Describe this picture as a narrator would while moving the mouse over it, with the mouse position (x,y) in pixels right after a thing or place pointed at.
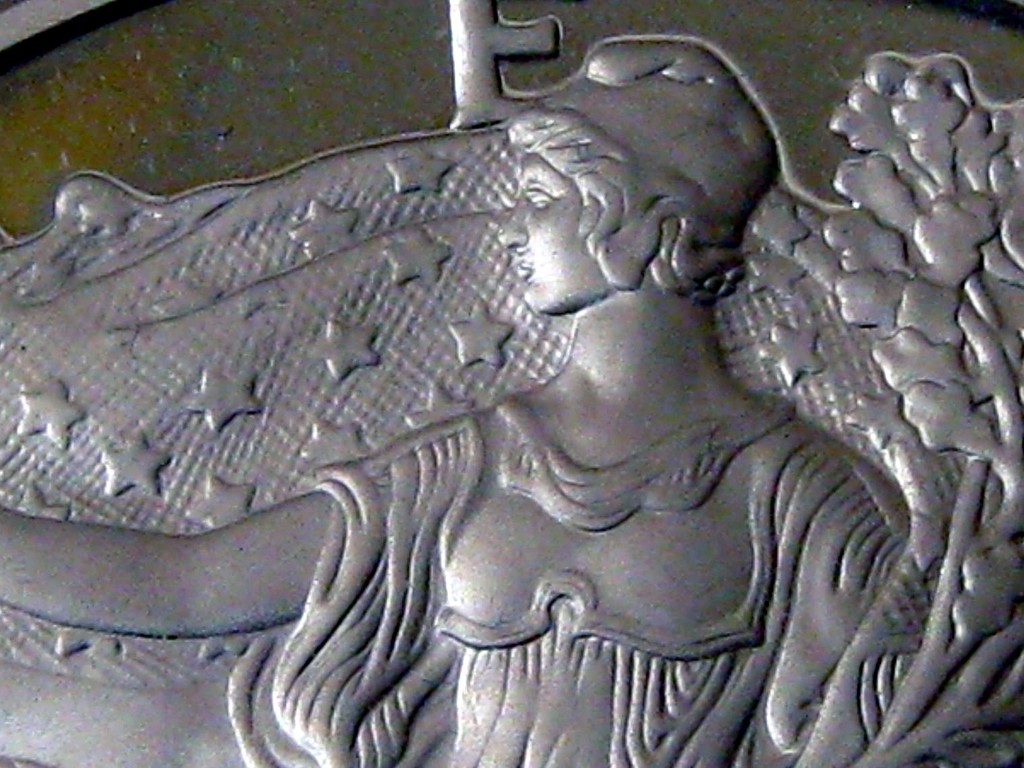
In the foreground of this picture (682,435), there is a model (594,452) on a coin (127,139).
